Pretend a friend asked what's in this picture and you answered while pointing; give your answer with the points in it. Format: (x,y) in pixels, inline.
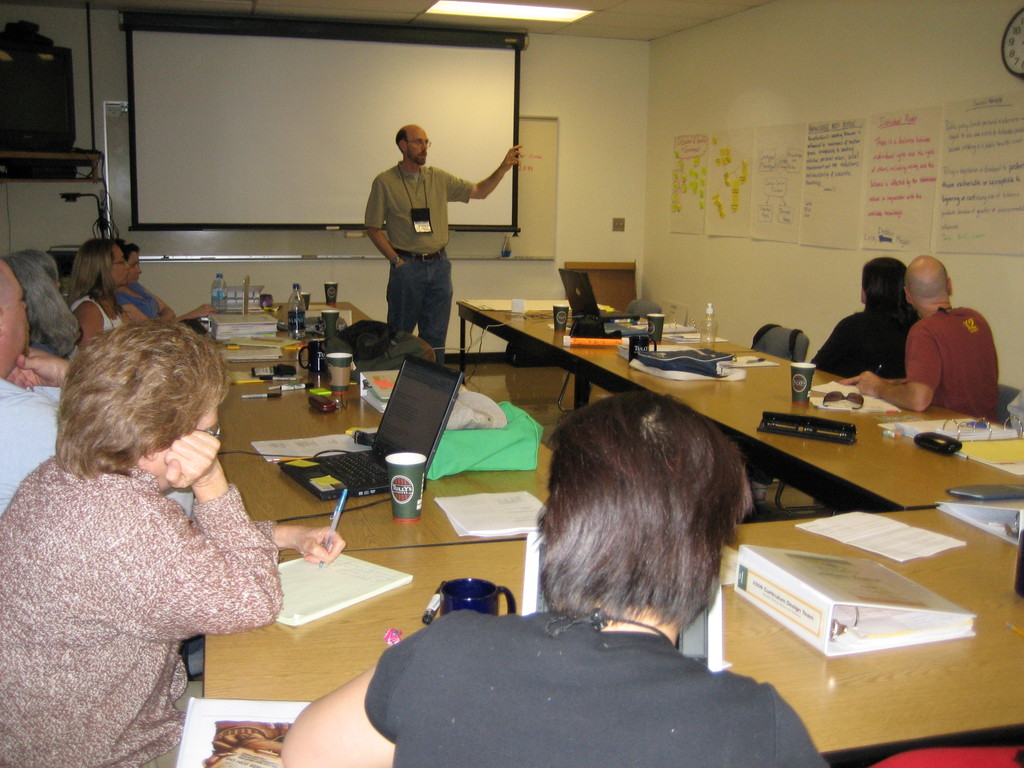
As we can see in the image there is a wall (784,83), sheets (772,173), white color board (365,137), a man (433,172) standing over here and few people (141,387) sitting on chairs (903,752) and a table (932,662). On table (402,527) there are books (822,572), glasses (404,487), laptops (401,448) and bottle (299,298).
